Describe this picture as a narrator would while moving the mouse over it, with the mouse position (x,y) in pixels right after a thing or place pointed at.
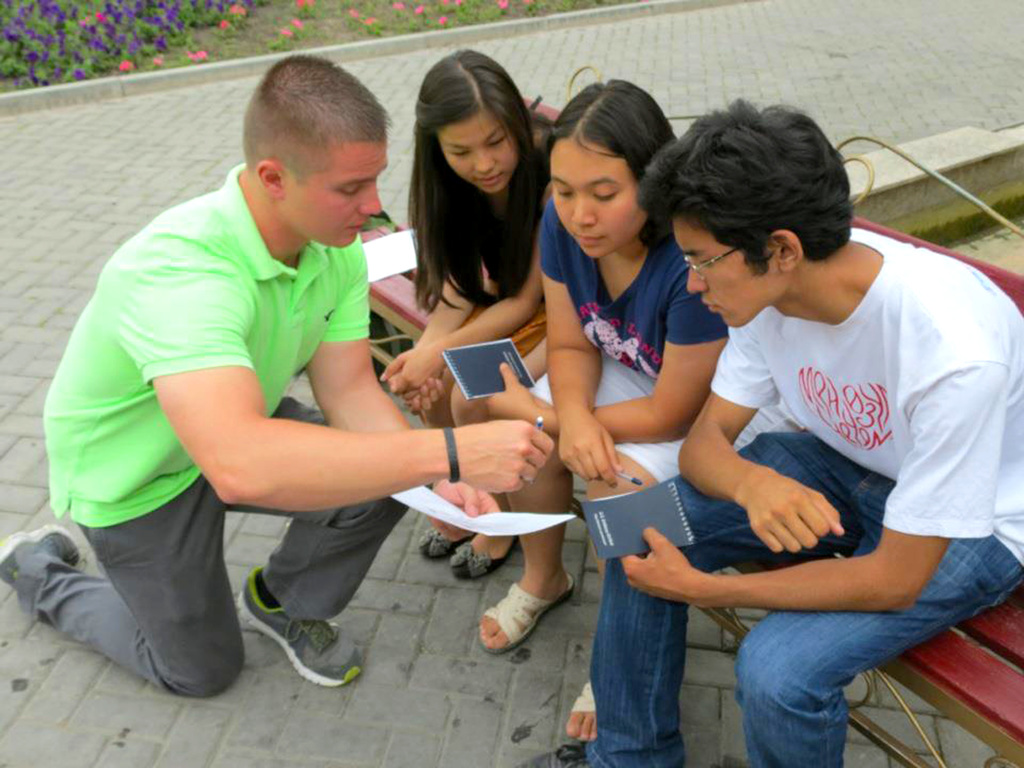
In this picture we can see a man (738,457) and a woman (554,549) holding notepads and sitting on a bench (379,283). We can see another woman (449,256) and a paper (373,252) is visible on a bench (376,299). There is a man (322,493) holding a pen (539,421) and a paper (497,531) in his hands (485,460). We can see a few colorful flowers (201,56) in the background (295,26).
